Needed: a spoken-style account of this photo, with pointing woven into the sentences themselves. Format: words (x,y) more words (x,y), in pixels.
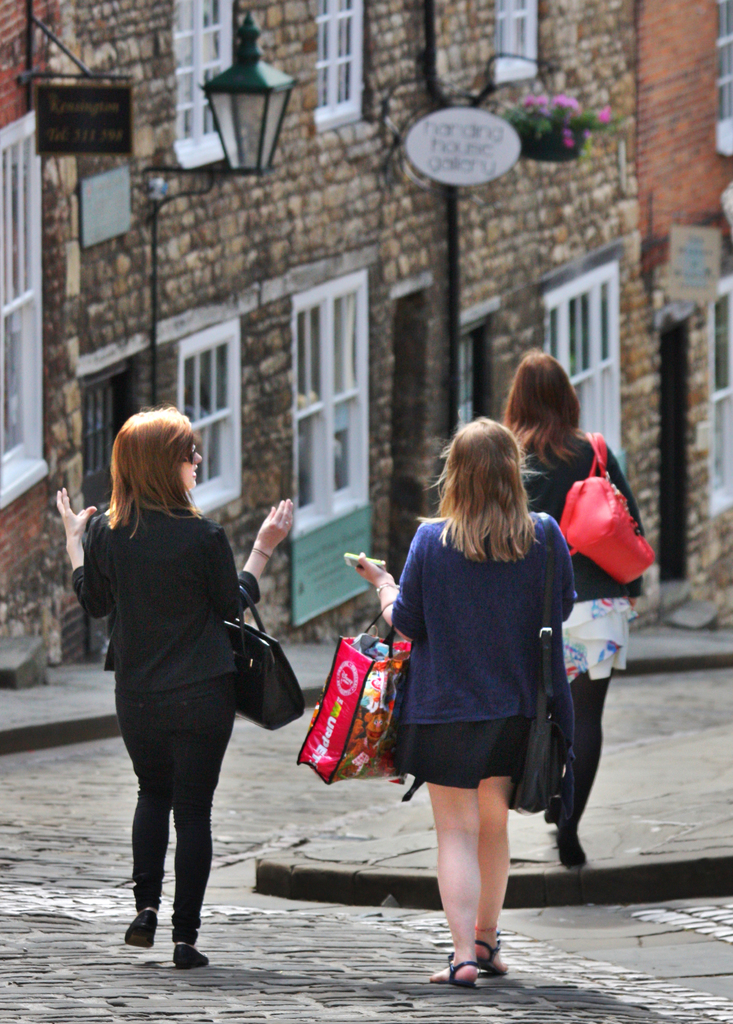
In the foreground of the picture (572,552) there are three women (565,501) holding bags (347,676) and walking down the road (319,783). In the background (261,179) there are buildings (292,179), street light (253,133), boards (440,141), flower pots (563,132) and windows (227,389).
